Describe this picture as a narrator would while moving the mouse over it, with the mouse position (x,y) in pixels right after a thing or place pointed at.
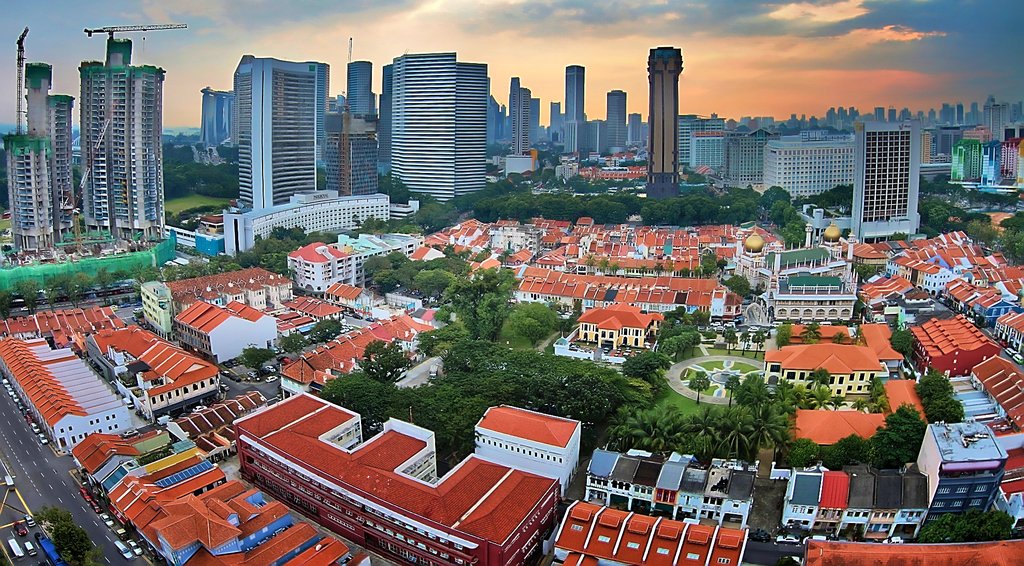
In this picture of a city (870,162). In this image there are buildings (533,104) and trees (477,386) and there are vehicles (135,546) on the road (91,530). On the left side of the image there are cranes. At the top (640,42) there is sky (766,24) and there are clouds (760,17). At the bottom (685,403) there is grass (665,399) and there is a road (15,453).
